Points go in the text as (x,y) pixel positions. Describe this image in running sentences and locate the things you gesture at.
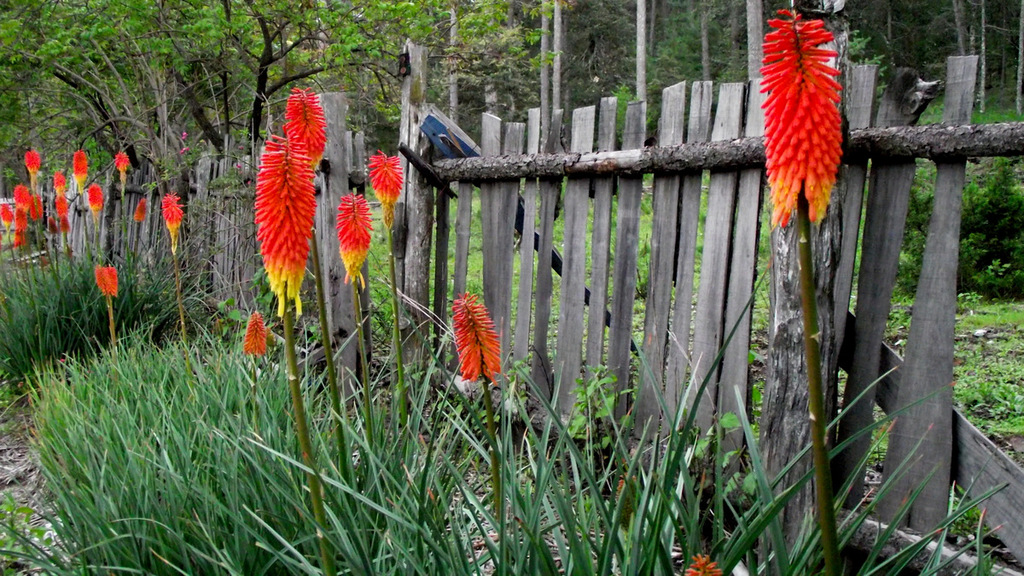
In this image we can see trees (148,80), flowers (340,234) to the plants (699,438), wooden fence (891,254), bushes (995,230) and grass (552,330) on the ground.
